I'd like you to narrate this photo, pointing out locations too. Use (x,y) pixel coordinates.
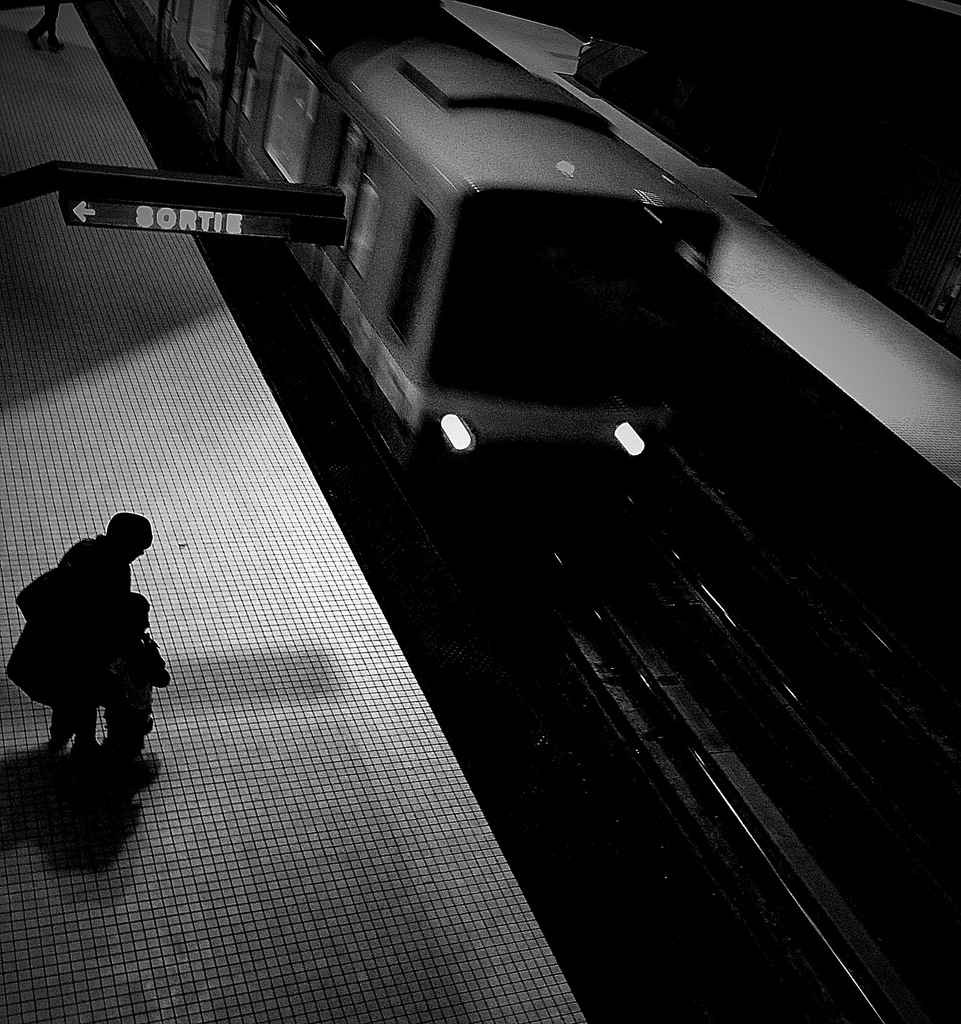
In this picture I can see the platform (76,448) in front, on which there are 2 persons (103,572) and in the middle of this picture (362,346) I can see a train (457,385) on the tracks (926,966) and I see a board (185,178) on which there is something written. I can also see that, this is a black and white picture.
